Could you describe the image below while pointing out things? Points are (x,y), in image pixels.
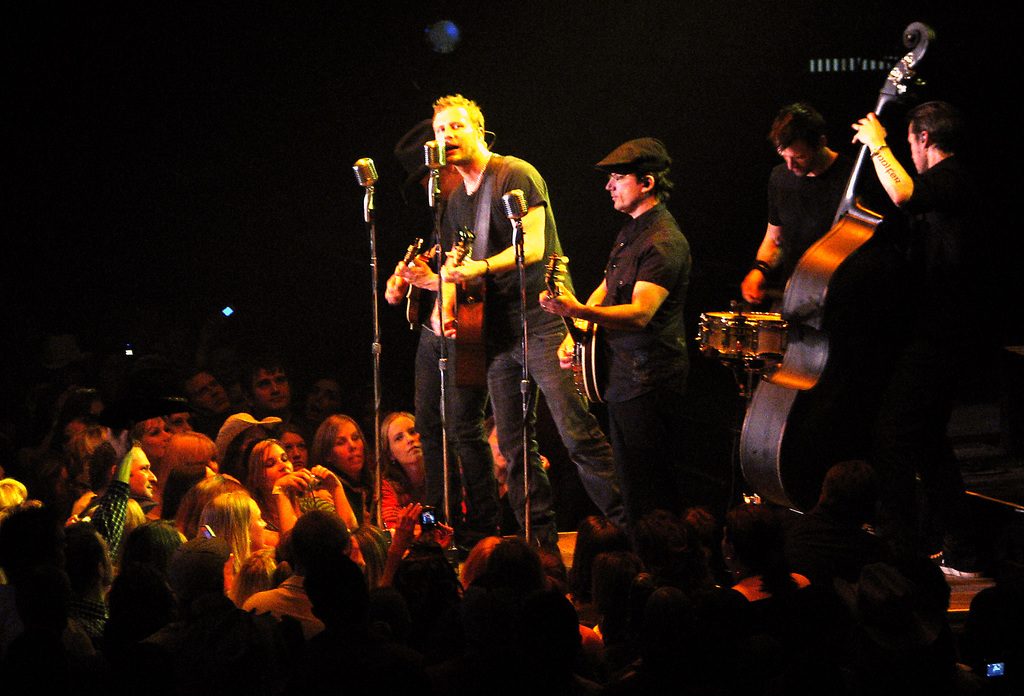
There is a group of people (536,235). They are standing on a stage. They are holding a guitar (471,228). They are playing a musical instruments (580,353). In the center (552,250) we have a person (495,202). His singing a song. Everyone is listening to the song.
